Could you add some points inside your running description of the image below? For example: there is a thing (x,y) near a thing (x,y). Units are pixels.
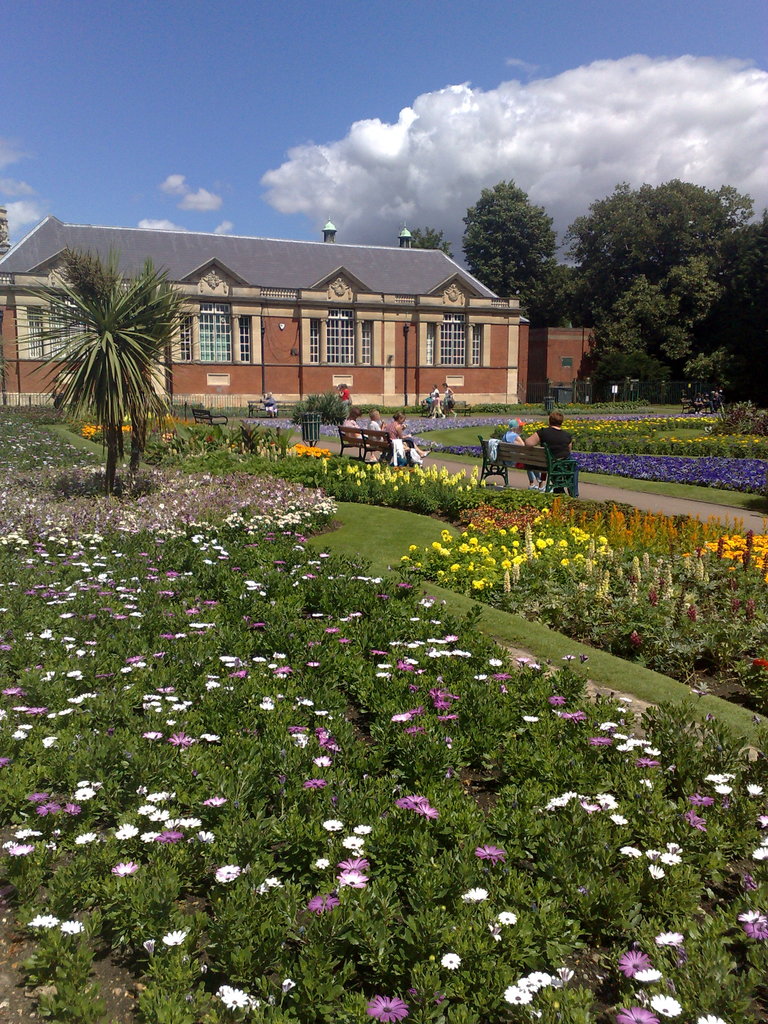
In the foreground of this image (390,792), there are plants (333,773) with flowers (332,736) on the surface (388,760). In the background (112,334), there is a tree (120,361) on left (114,344), a building (252,298), person (553,450) sitting on the bench (537,456), on right (664,361) there are trees (720,386), plants (731,441). On top (317,115), there is the sky (329,111) and the cloud (364,143).
